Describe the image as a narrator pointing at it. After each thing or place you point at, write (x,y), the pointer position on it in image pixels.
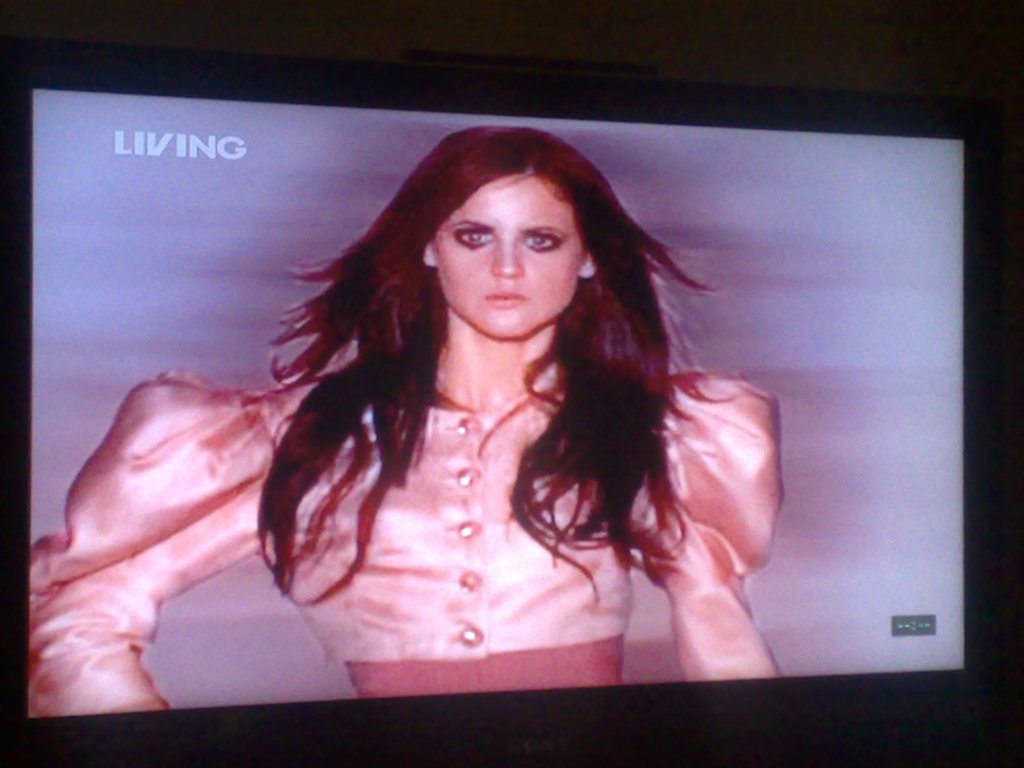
In this picture we can see a woman (402,264) with brown hair (374,318) and pink dress (356,496) on the television display (551,508).
